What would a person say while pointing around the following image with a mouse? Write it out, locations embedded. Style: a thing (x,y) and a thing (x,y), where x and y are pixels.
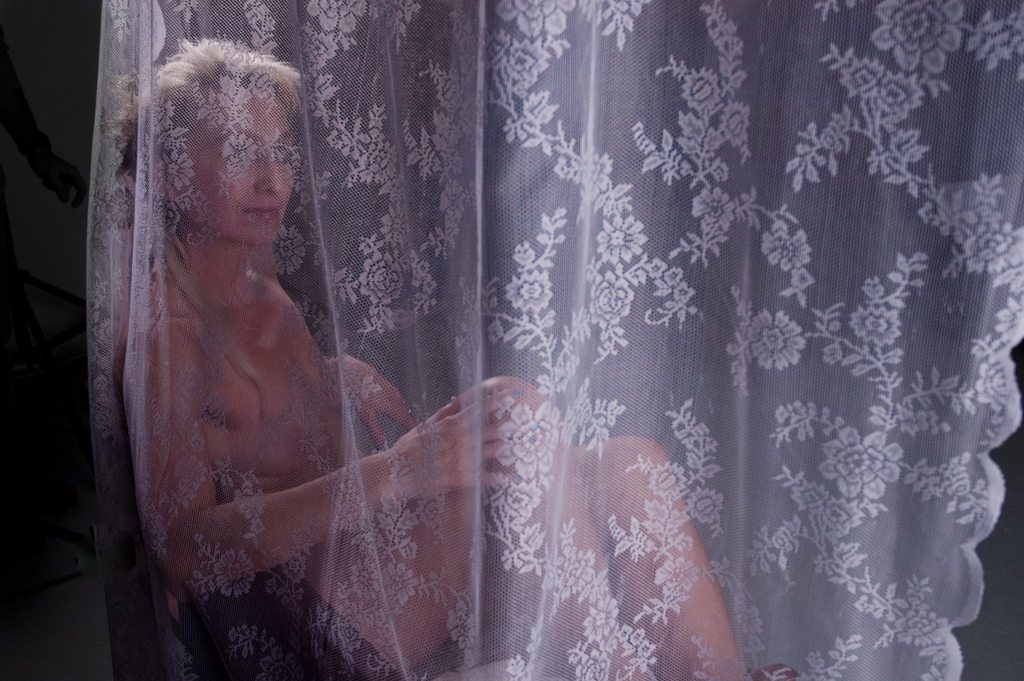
In the image we can see the curtain (549,203), white in color and there is a design (616,288) on the curtain (607,274). There is a woman (192,323) sitting behind the curtain (148,419) and the background (78,427) is slightly dark.
